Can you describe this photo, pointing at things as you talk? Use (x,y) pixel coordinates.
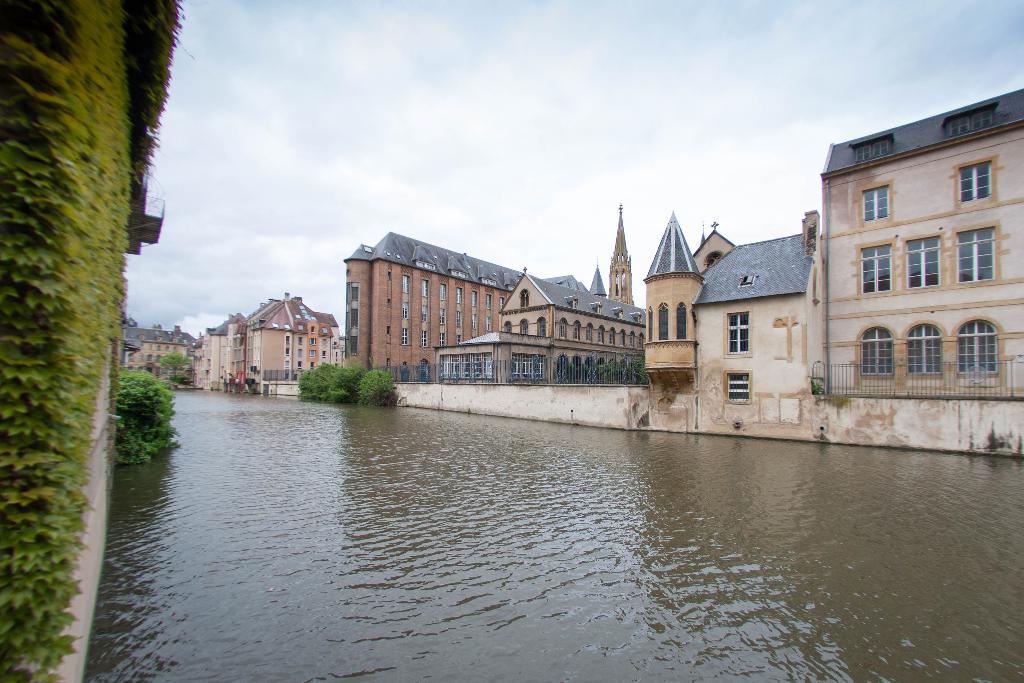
Here we can see a plant (58,282) on the wall (105,446) and plants (149,430) and there is water (138,493) in the middle (547,437). In the background (276,338) there are buildings (505,287), windows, fences (618,380), plants (386,381) and clouds (357,117) in the sky (270,66).
